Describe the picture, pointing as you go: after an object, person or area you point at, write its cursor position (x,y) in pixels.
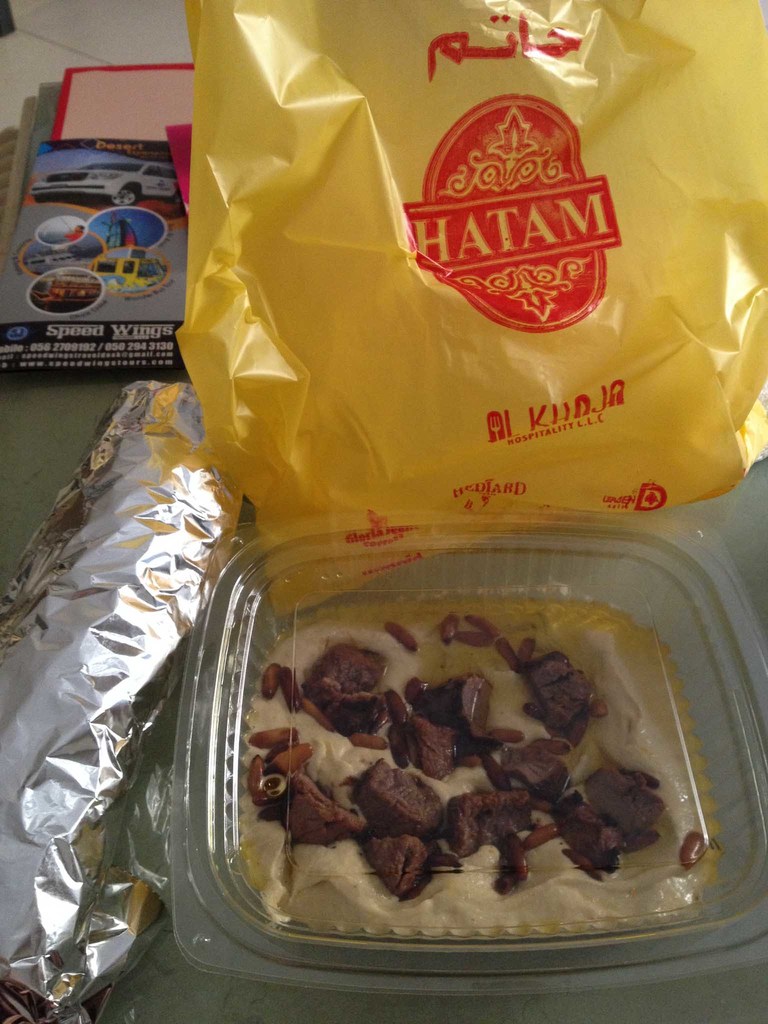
In this image I can see food (263,819) which is in brown and cream color in the plastic bowl (565,954). Background (317,173) I can see a cover (357,183) in yellow color and few papers (131,163) on some surface (68,395).
